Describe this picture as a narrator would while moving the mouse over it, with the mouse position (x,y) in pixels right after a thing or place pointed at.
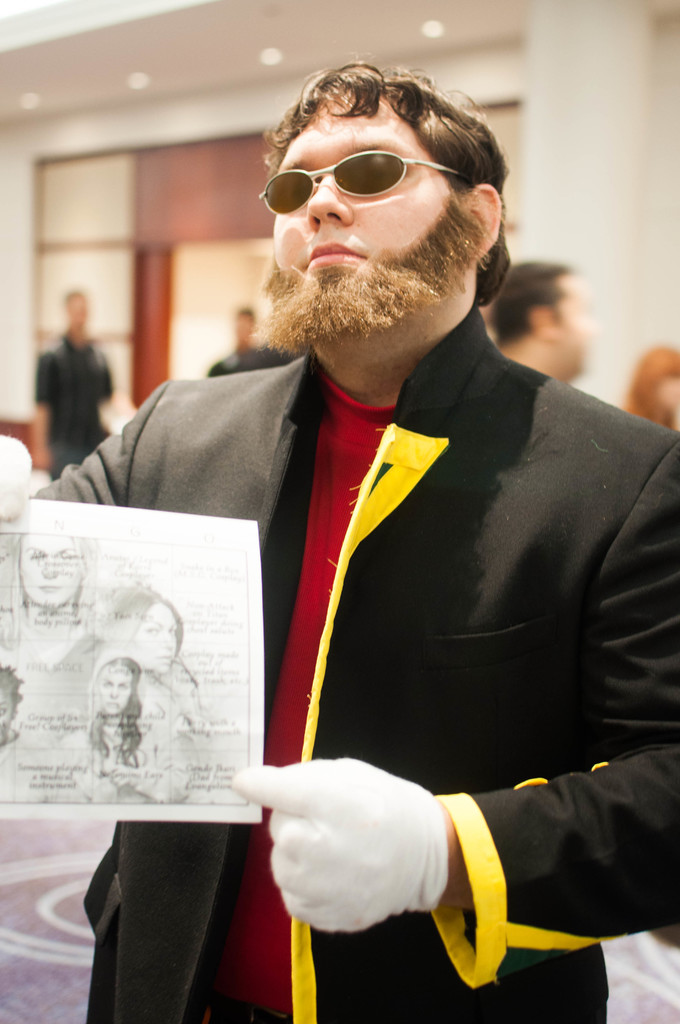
This image consists of a man (146,907) wearing a black coat (360,634). He is holding a paper (129,670). In the background (586,334), there are many people (586,333). It looks like it is clicked inside the building (671,243).
